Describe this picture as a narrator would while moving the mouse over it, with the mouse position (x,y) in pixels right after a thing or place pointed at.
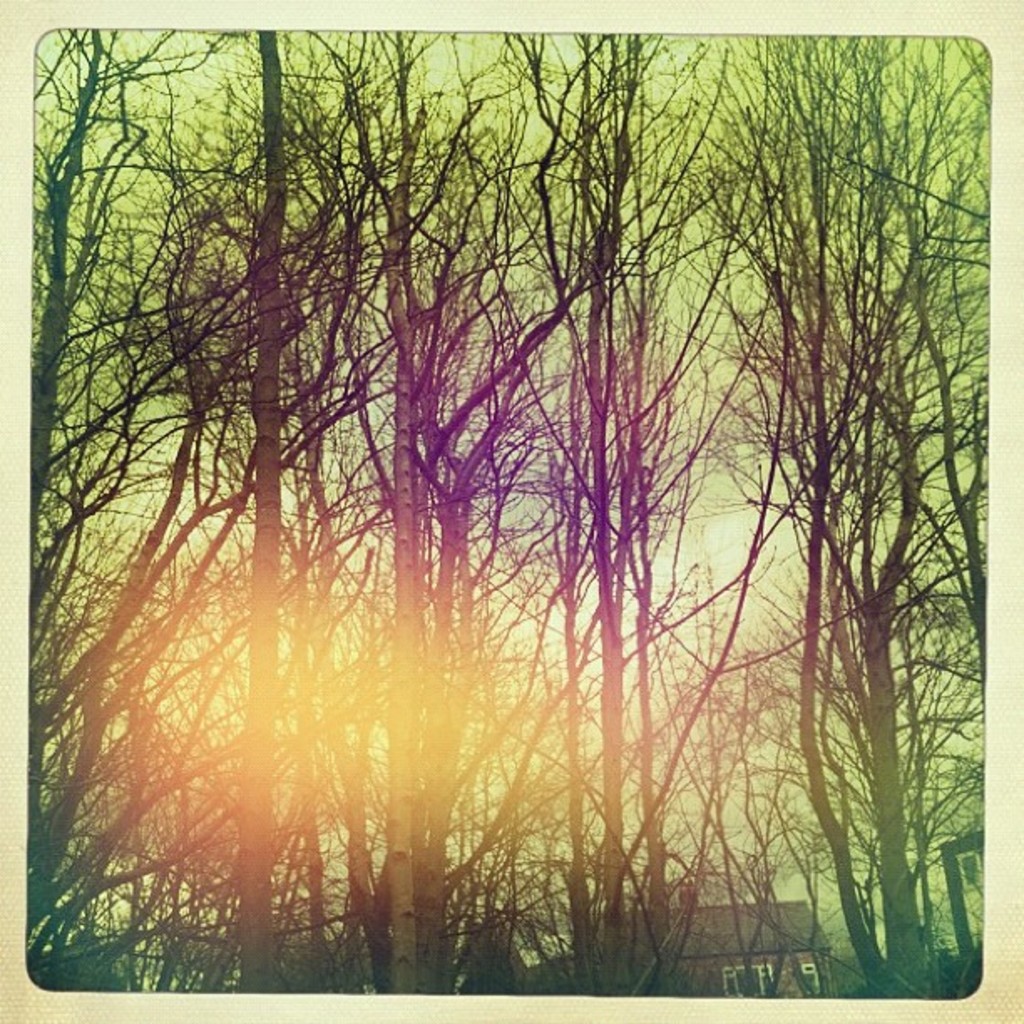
In this picture I can see there is a building (762,944), trees (168,36) and the sky (53,57) is clear.
